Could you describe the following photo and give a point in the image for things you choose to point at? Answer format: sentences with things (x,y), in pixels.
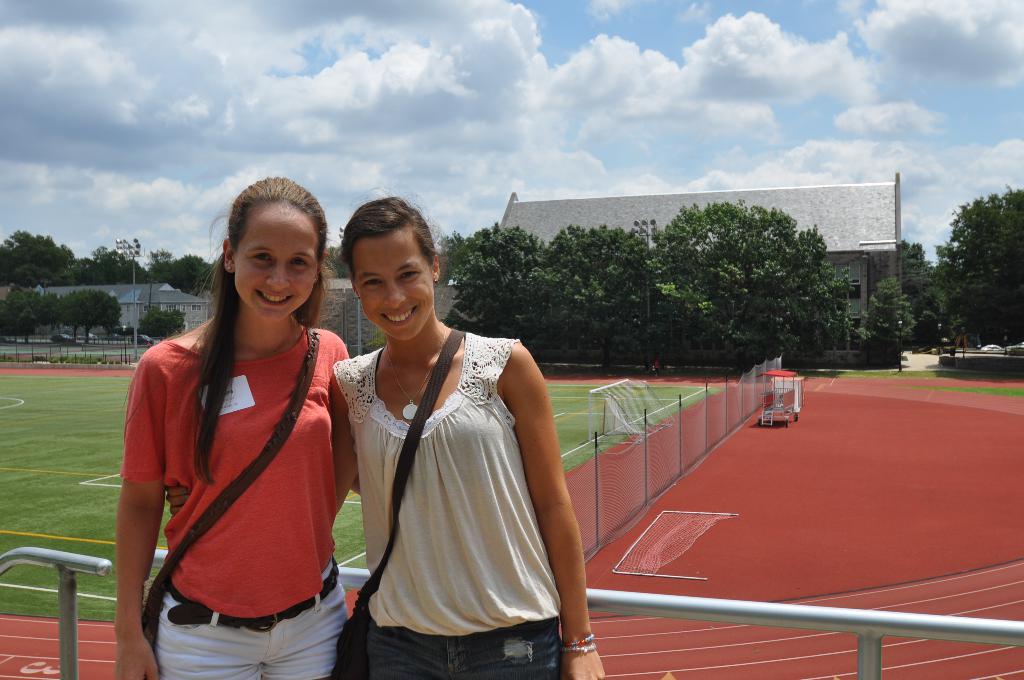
In this image I can see two persons (438,357) standing, the person (458,505) at right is wearing white shirt (474,502) and black bag (403,499), the person (286,499) at left (304,499) is wearing red shirt (276,605) and white pant (288,653). Background (833,319) I can see the fencing (590,496), trees (659,278) in green color, a building (811,220) in white color and the sky (451,103) is in white and blue color.
